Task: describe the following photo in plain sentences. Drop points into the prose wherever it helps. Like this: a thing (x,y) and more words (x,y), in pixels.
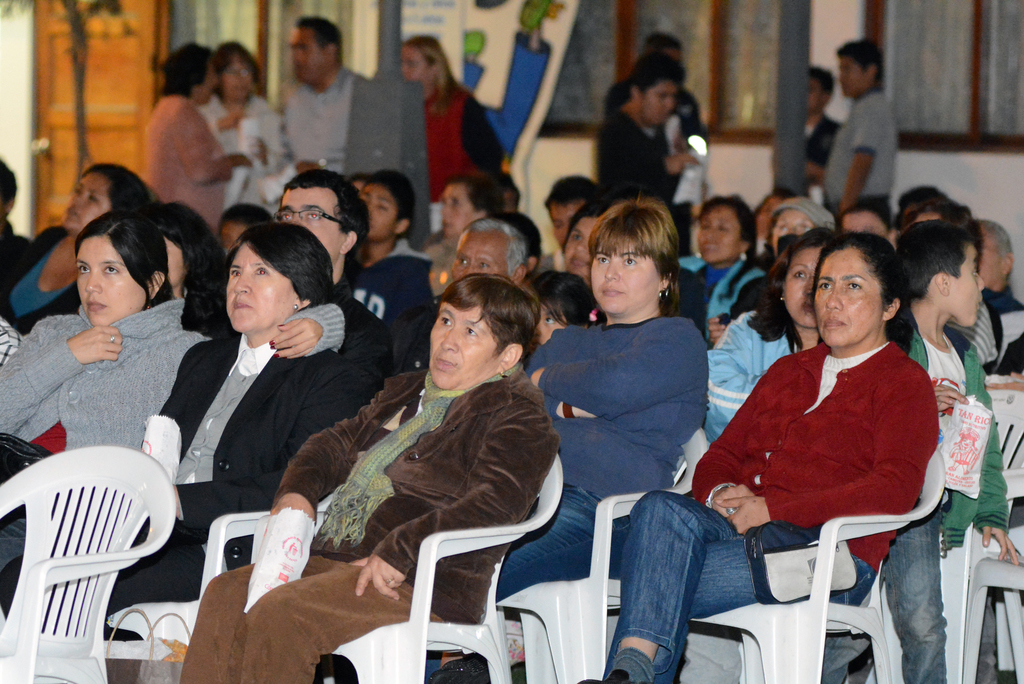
In this image in the middle (493,446) there is a woman (424,495), she wears a jacket (424,495), trouser (277,609), she is sitting. On the right (835,273) there is a woman (843,345), she wears a red jacket (833,473), trouser (697,569), she is sitting. On the left (92,404) there is a woman (136,416), she wears a jacket (268,405), trouser (152,578), she is sitting. In the middle (406,390) there are some people (633,213), they are sitting on the chairs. In the background (665,171) there are some people (293,67), windows (590,26), door (109,68), trees (81,84), posters (539,53), poles (781,107) and wall (985,190).
